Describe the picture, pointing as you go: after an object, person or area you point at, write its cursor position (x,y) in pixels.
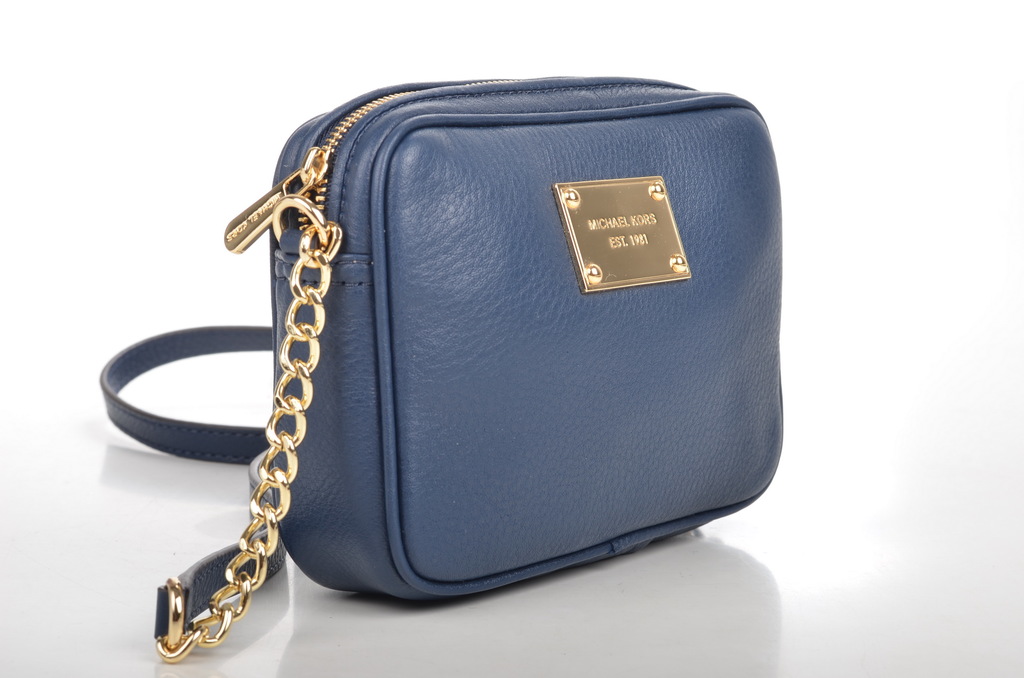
In this image I can see a bag (348,320). It is in blue color.
